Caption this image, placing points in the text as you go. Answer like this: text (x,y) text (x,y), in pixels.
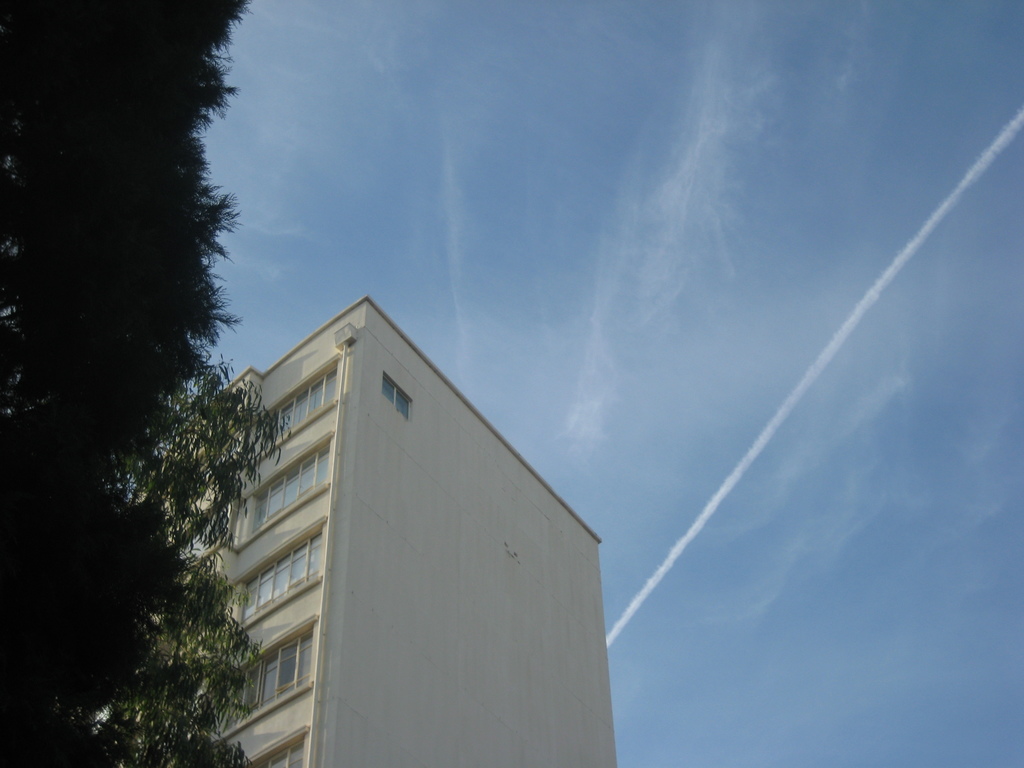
In this image, we can see a building (416,617), walls (400,603), windows (296,755) and pipe (329,566). On the left side of the image (36,491), we can see the tree (111,618). Background (985,472) there is a sky (652,213).
